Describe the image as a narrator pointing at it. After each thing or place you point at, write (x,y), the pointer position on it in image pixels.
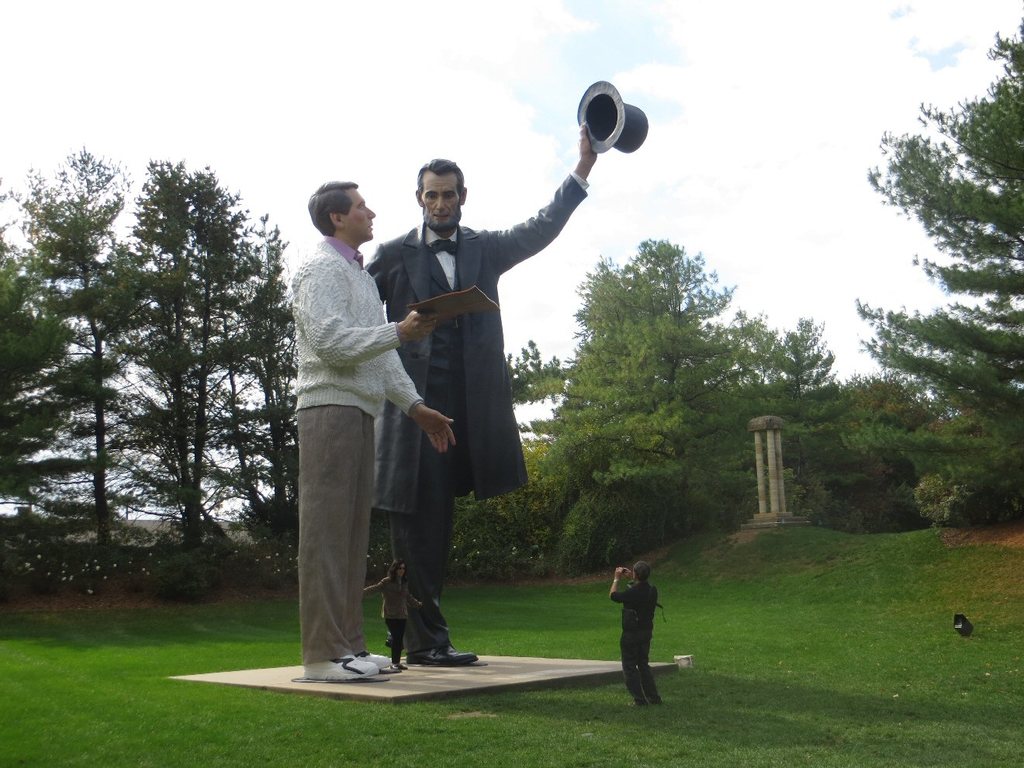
In the image there are two statues (438,306) in between the garden (703,642) and there is a woman (408,599) posing by standing in between the statues (359,604) and a person (631,622) is capturing the photo, in the background (180,506) there are trees (55,435).
